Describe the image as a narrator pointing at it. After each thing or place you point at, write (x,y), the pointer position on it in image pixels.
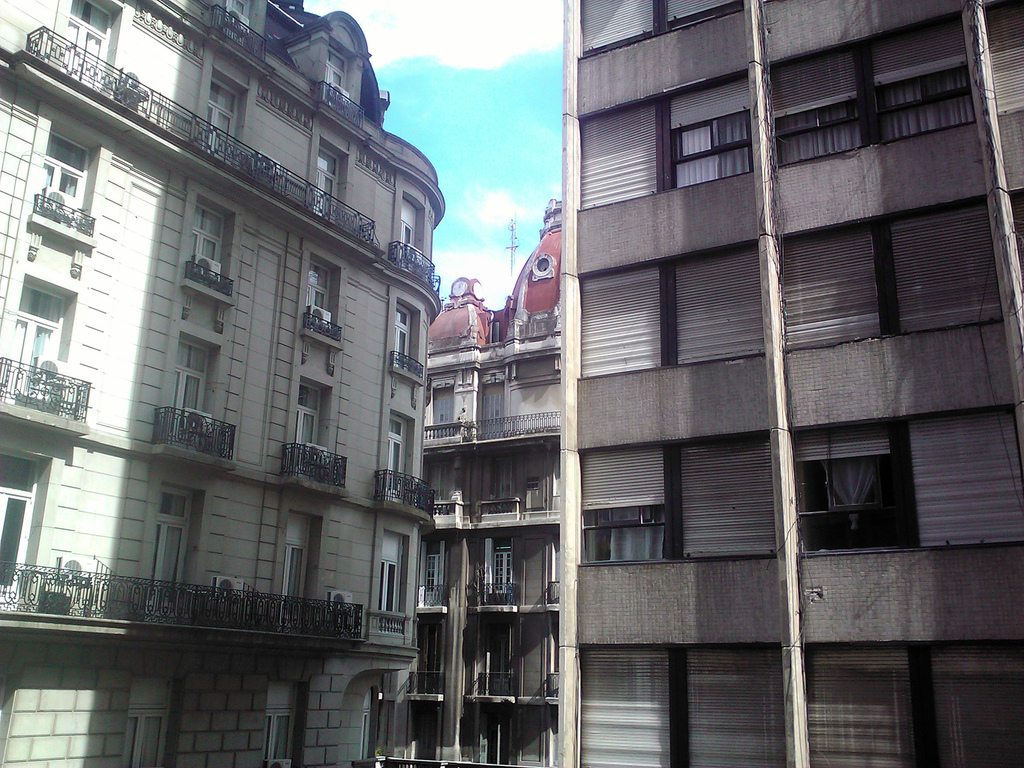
In this picture we can see buildings (984,483) with windows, curtains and in the background (480,68) we can see the sky (460,121) with clouds (408,22).
